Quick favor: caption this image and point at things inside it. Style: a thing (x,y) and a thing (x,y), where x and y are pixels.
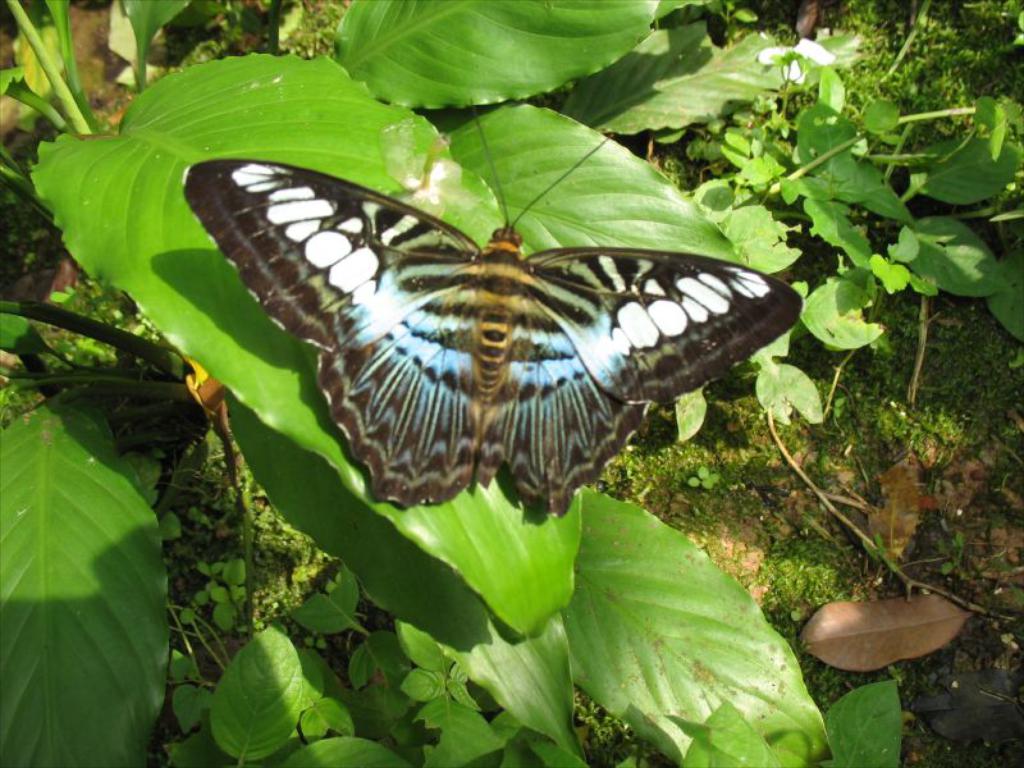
In this image, we can see a butterfly (472,435) on the leaf (282,414). Here we can see few plants (1003,166) with stems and leaves (520,766).
